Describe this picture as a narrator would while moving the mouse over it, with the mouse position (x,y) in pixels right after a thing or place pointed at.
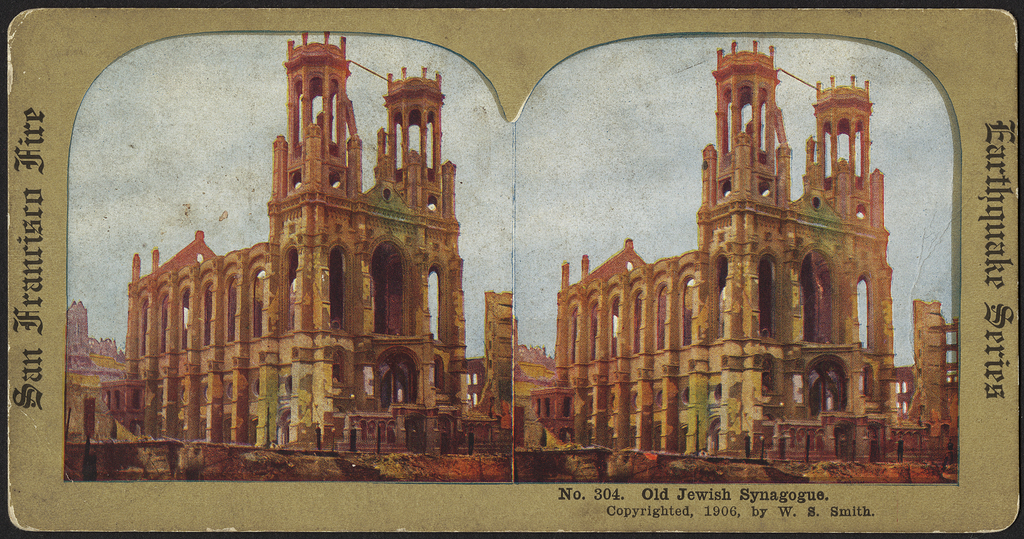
In the picture we can see two buildings (416,286) on left (340,216) and right side of the picture (774,275) and we can see some words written on left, right and bottom of the image (761,506).
